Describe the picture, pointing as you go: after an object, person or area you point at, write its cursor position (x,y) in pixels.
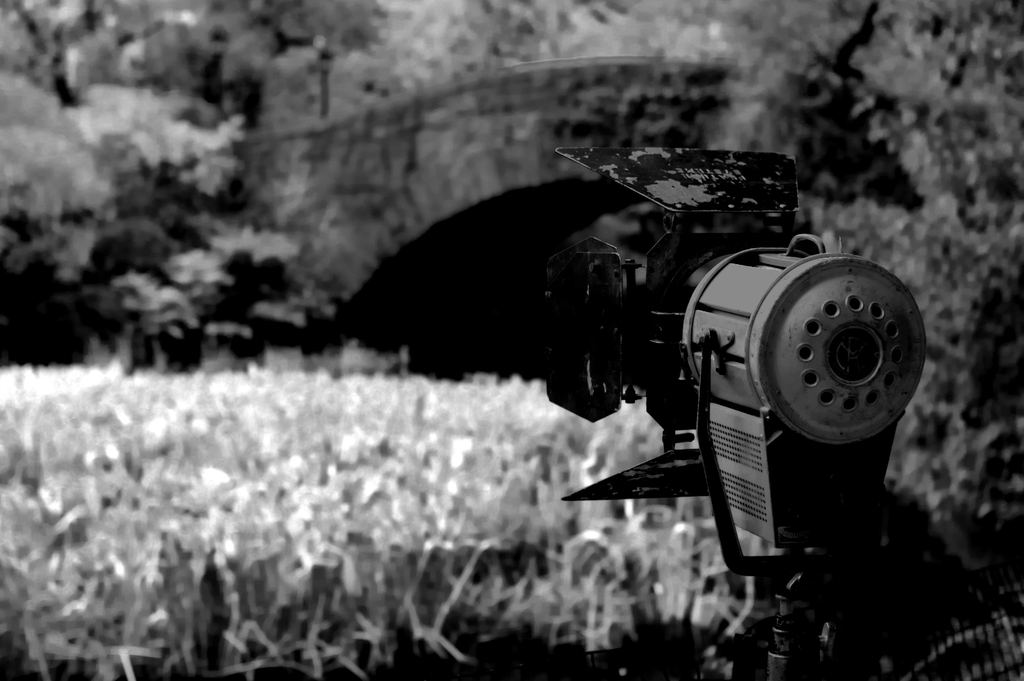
In this image in the front (700,355) there is an object (770,369) which seems to be like a spotlight (761,350). In the background (185,173) there are trees (959,168) and there is grass (324,471).
